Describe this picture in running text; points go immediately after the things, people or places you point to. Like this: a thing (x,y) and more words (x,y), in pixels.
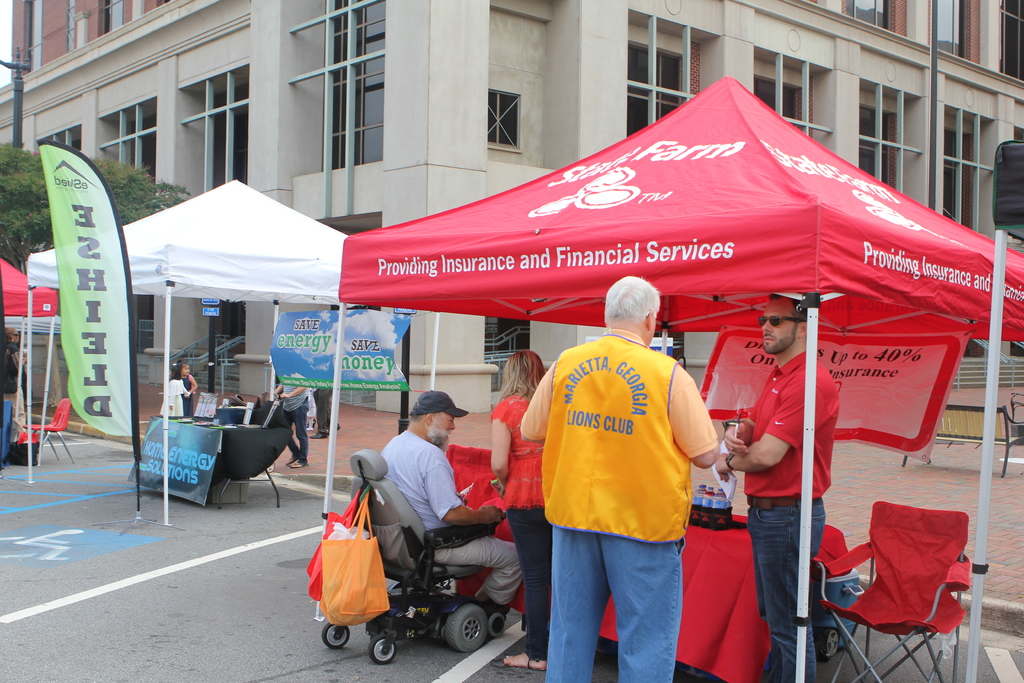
In this picture we can see four persons (571,366) where three are standing and one is sitting on wheel chair (395,496) with bags (359,550) hanged to it and they are under tent (734,265) and here we have table (737,519) and on table (710,592) we can see bottle (695,500) and in background (323,356) we can see banners (51,147), building (420,104) with windows (130,110), tree (103,159), pole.
